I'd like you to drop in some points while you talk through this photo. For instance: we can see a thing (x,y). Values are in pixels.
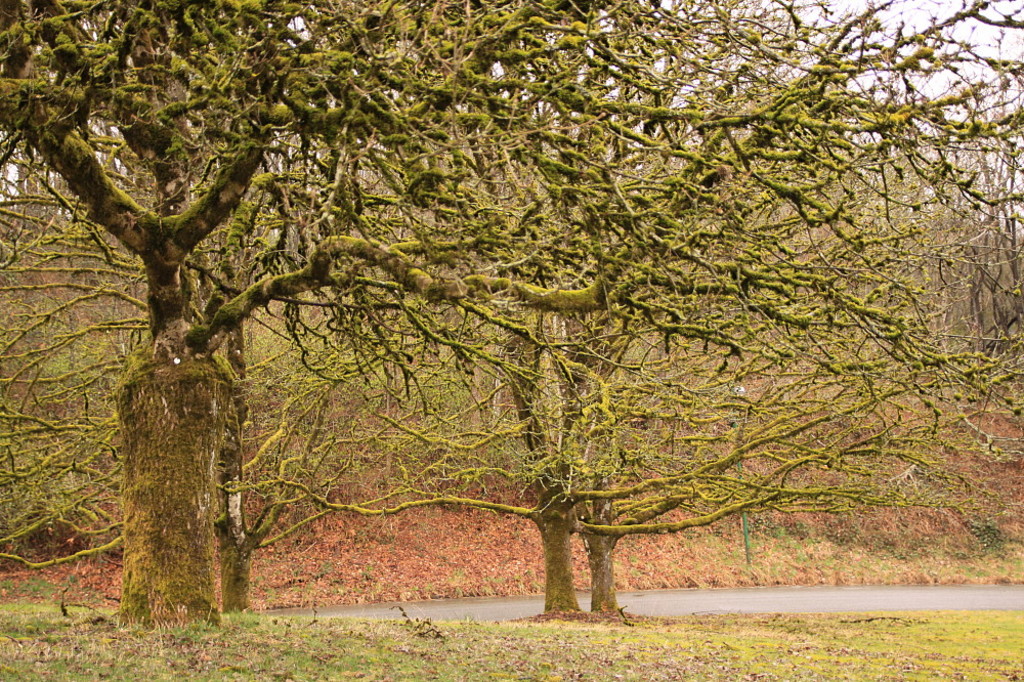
In this image, we can see trees (476,328) and at the bottom (652,594), there is road (678,600) and ground (610,640).
